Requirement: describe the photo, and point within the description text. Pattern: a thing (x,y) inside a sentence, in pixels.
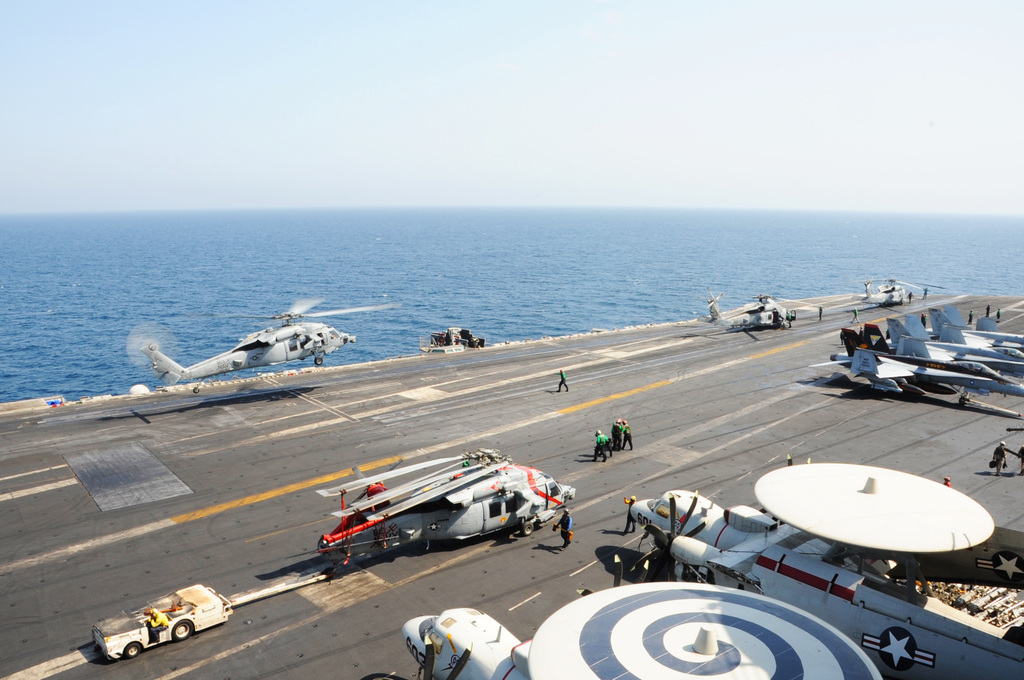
In this picture we can see aircraft carrier (410,572). On that we can see the planes (991,341), helicopters (463,509), chopper (430,521), jets (964,329) and other vehicles (109,648). At the bottom left (179,611) there is a man (156,626) who is riding a van (202,623). We can see a helicopter (304,349) which is flying. In the background (508,273) we can see the ocean (1014,249). At the top (805,17) we can see sky (510,13).
